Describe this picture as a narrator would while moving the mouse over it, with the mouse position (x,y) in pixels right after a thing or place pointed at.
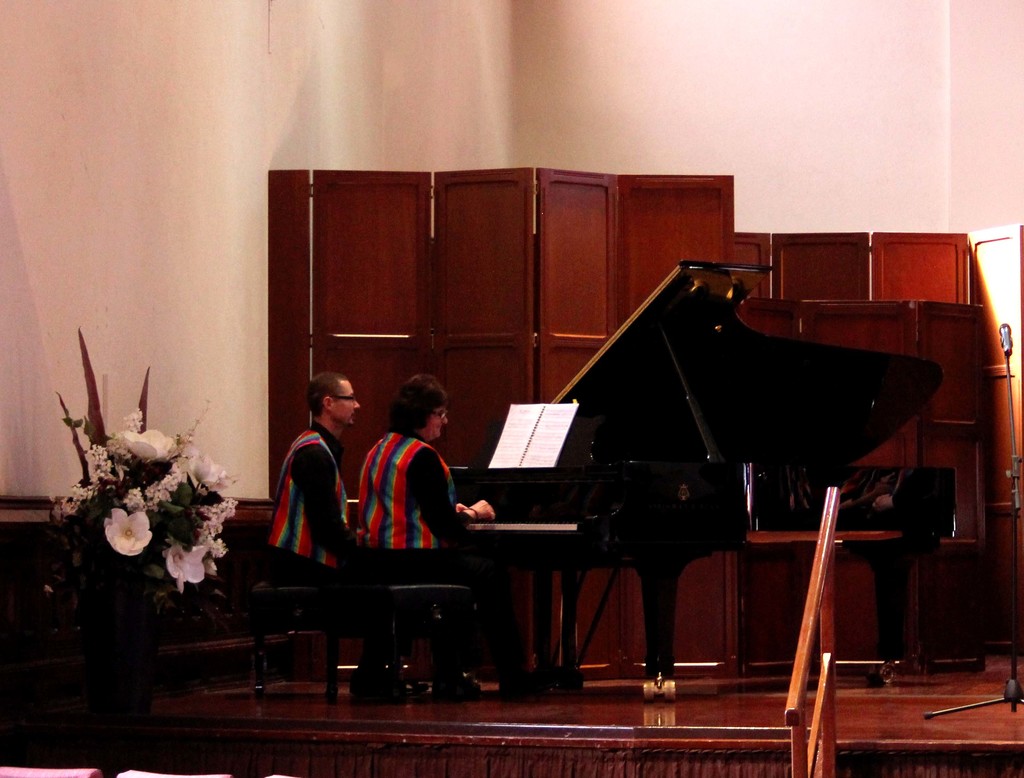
In this picture in the middle (659,490) there is a piano (665,473), a woman (454,490) is playing keyboard (515,519). In the middle (342,434) there is a man (324,516) he is sitting and staring at piano (522,486). On the left (145,480) there is a flower vase (186,504).
